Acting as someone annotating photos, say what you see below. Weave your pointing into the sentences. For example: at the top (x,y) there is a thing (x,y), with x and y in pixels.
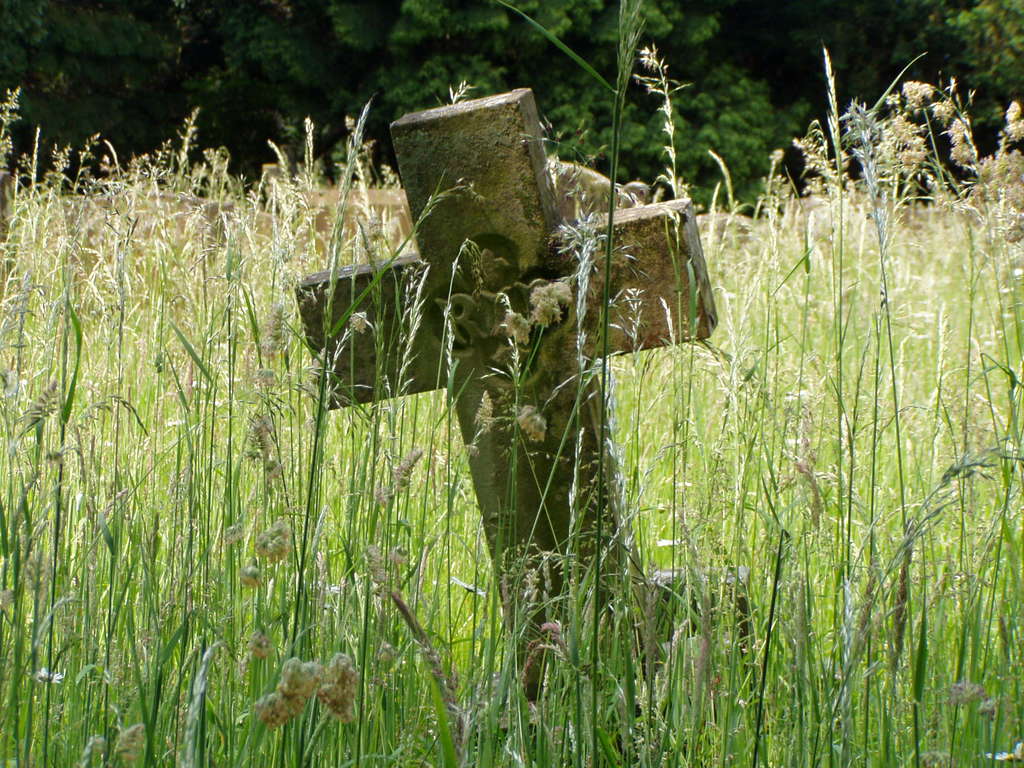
In this image I can see a plus symbol wall (494,462), background (632,98) I can see plants (834,254) and trees (729,154) in green color.
